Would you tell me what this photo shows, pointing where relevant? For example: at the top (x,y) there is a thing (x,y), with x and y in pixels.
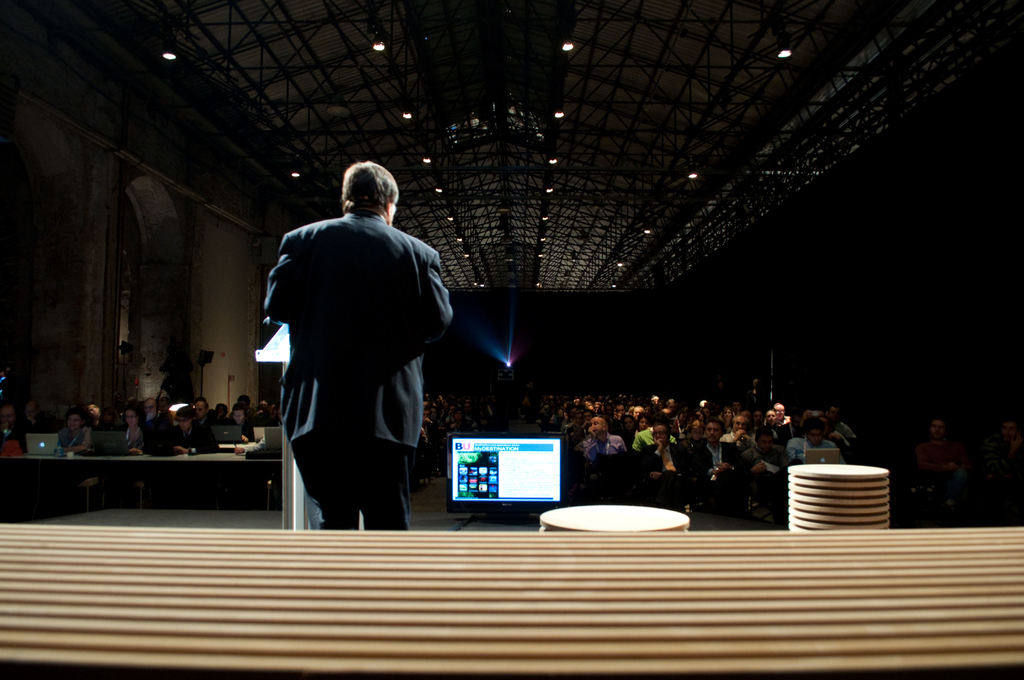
In this image there is one person (363,436) standing at left side of this image (332,400) and there is one desktop (509,493) at bottom of this image (494,510). There are some objects (803,506) are kept at right side of this image (844,496) and there are some persons (752,459) are sitting as we can see in middle of this image (582,451) and there are some laptops (108,452) at left side of this image (265,449), and there is wall (167,303) at left side of this image (156,315) and right side of this image (774,326) as well. there are some lights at top of this image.
